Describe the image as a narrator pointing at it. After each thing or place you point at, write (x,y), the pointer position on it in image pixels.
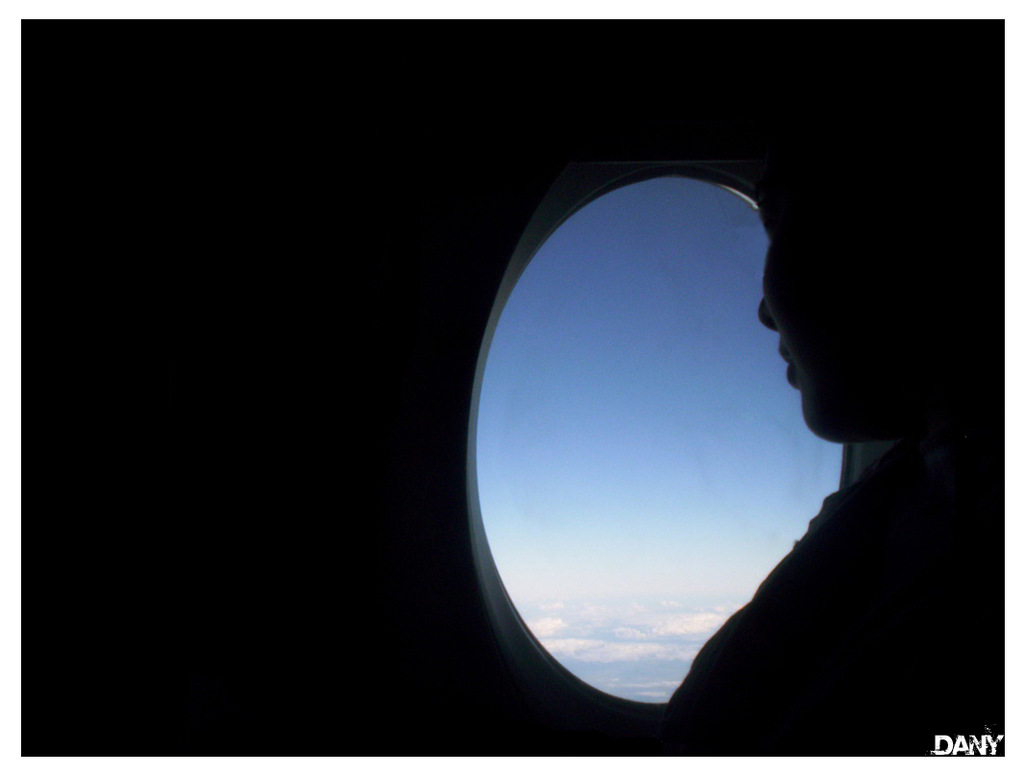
In this image there is a person (834,425) sitting inside an airplane (314,487), there is the sky (621,477), there are clouds (638,634) in the sky (622,619), there is text (970,743) at the bottom of the image (972,741).
